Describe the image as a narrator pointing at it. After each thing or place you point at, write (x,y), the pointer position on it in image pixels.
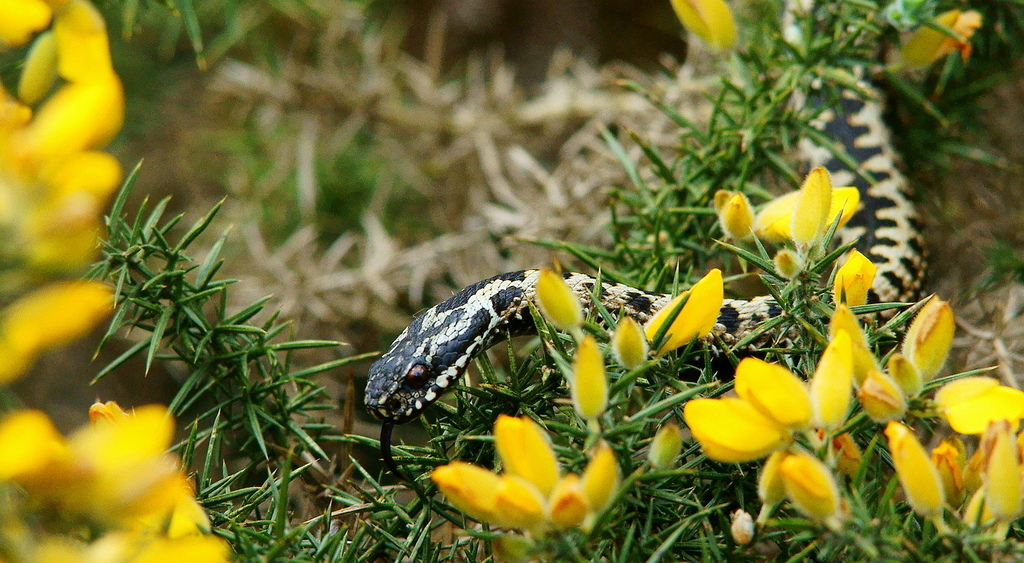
In this image there are flower plants (512,476) at the bottom (532,487). There is a snake (431,325) in between the plants (288,472).
